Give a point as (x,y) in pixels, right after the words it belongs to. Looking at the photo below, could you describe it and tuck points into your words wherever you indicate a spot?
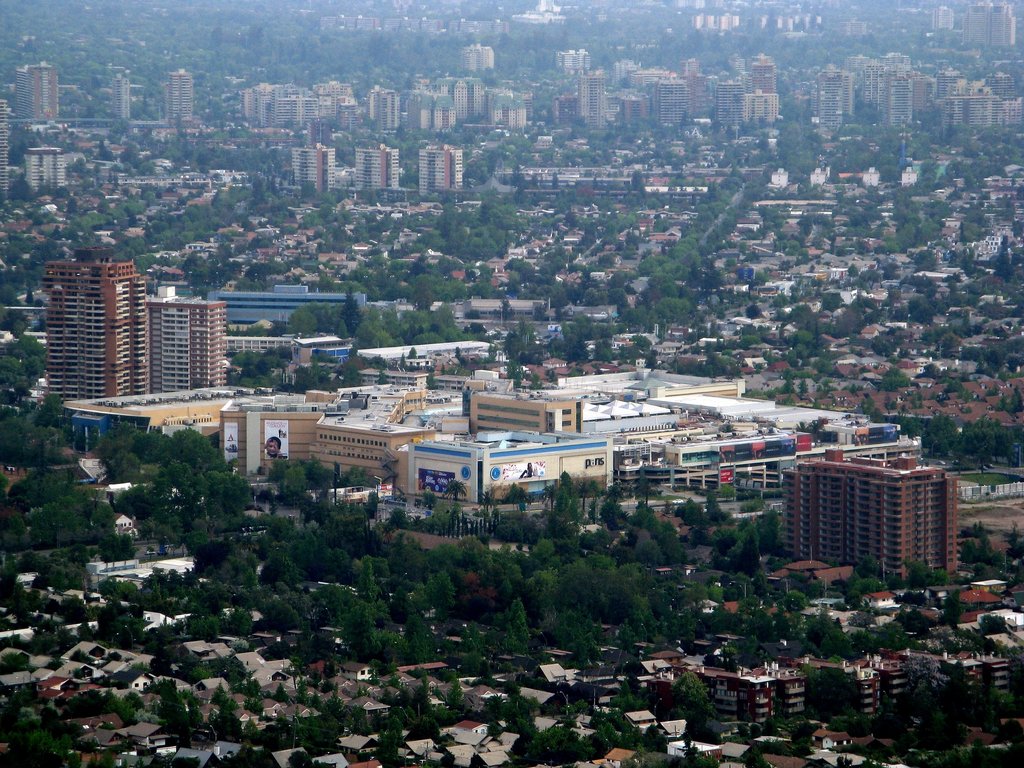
In this image we can see trees (532,545) and buildings (162,318).
